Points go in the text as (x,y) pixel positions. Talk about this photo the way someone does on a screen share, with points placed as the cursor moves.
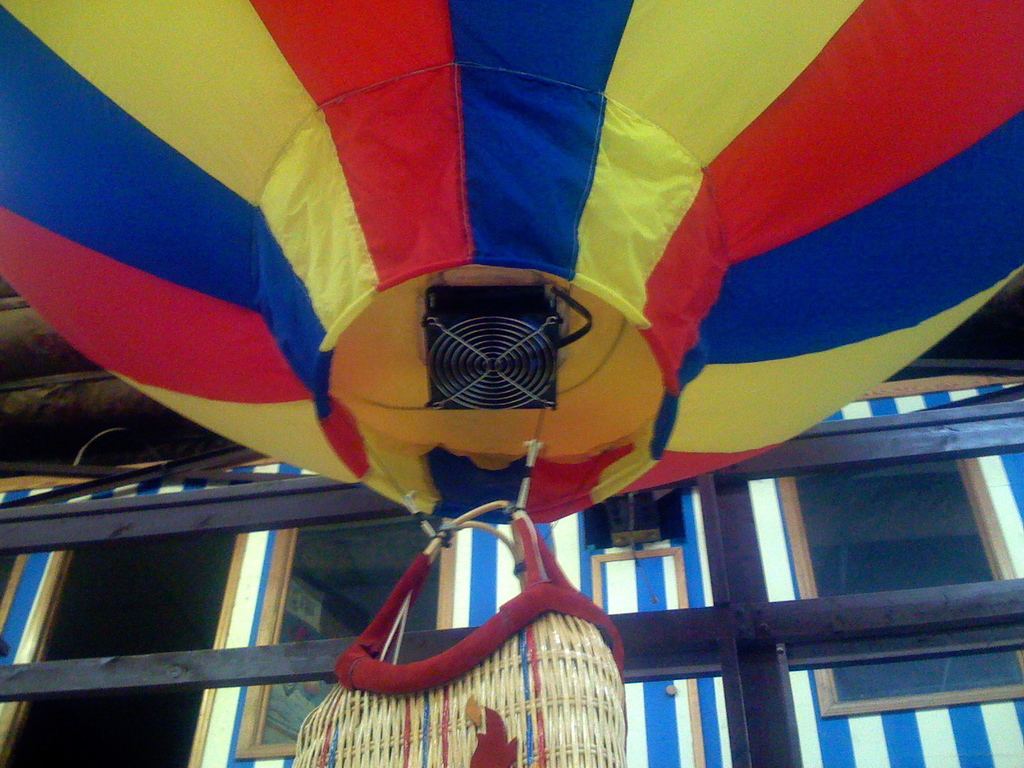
In this picture we can see a hot air balloon (633,316) and a basket (586,635). In the background (443,626) we can see glasses (986,576) and wall (965,728).
